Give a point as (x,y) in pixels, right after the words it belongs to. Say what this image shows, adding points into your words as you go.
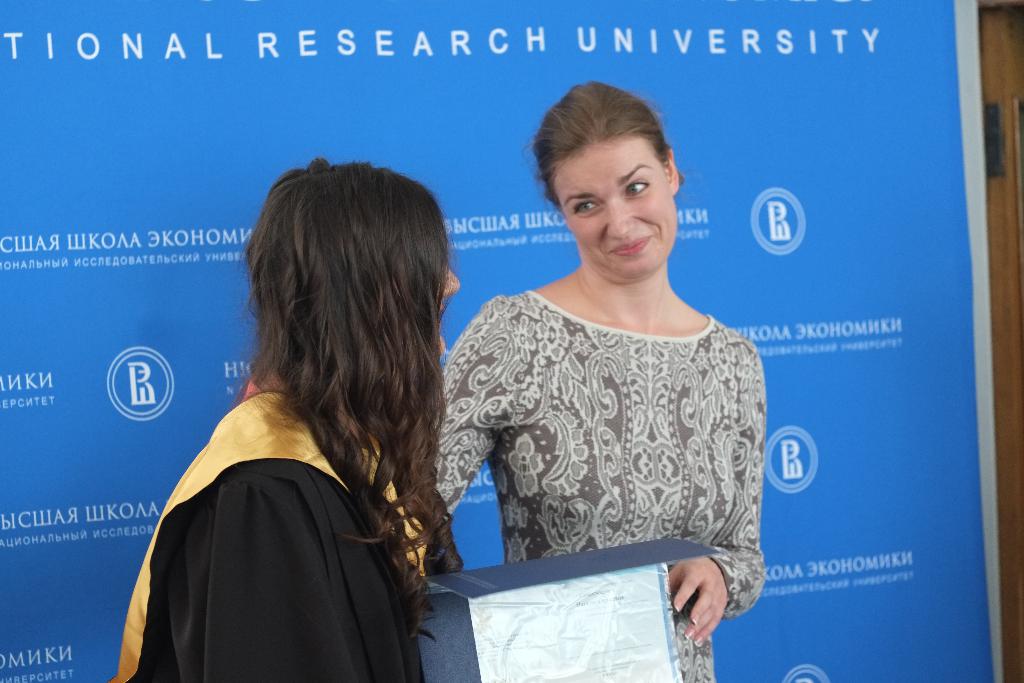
In this picture there is a woman (616,211) who is wearing grey dress (675,452). Beside her there is another woman (336,554) who is wearing a black dress (337,611) and holding a file (600,643). At the back (833,512) I can see the blue color banner (835,459). On the right (1015,265) there is a door (1001,479).
